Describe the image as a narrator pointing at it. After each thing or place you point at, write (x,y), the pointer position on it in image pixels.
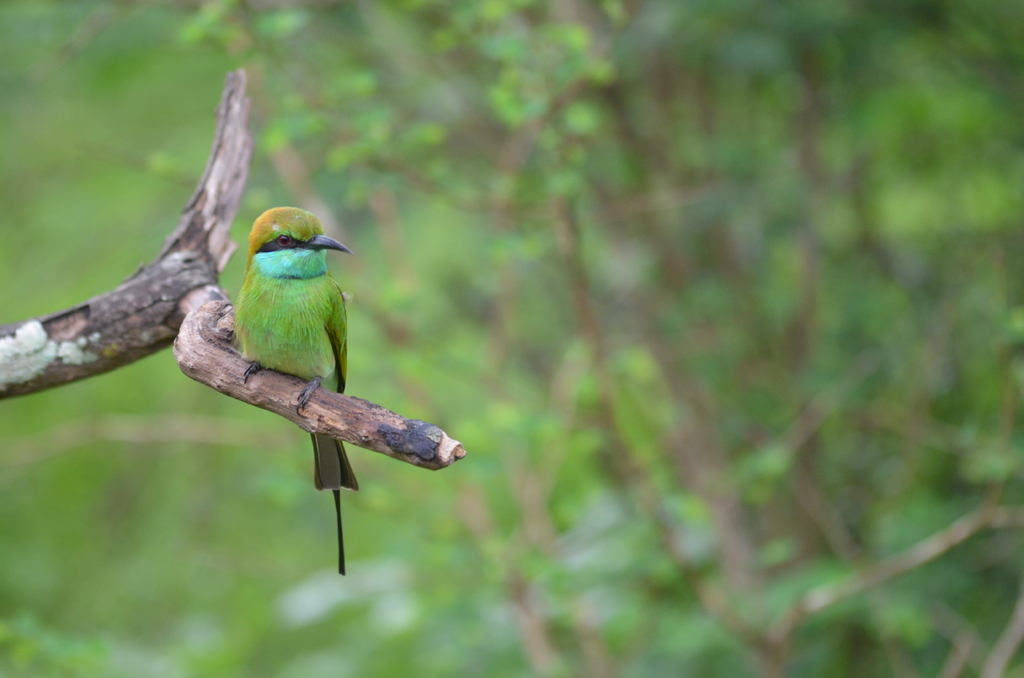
In this image we can see a bird (300,211) on the branch (226,357). There is a blur background (390,510) with greenery (582,118).
